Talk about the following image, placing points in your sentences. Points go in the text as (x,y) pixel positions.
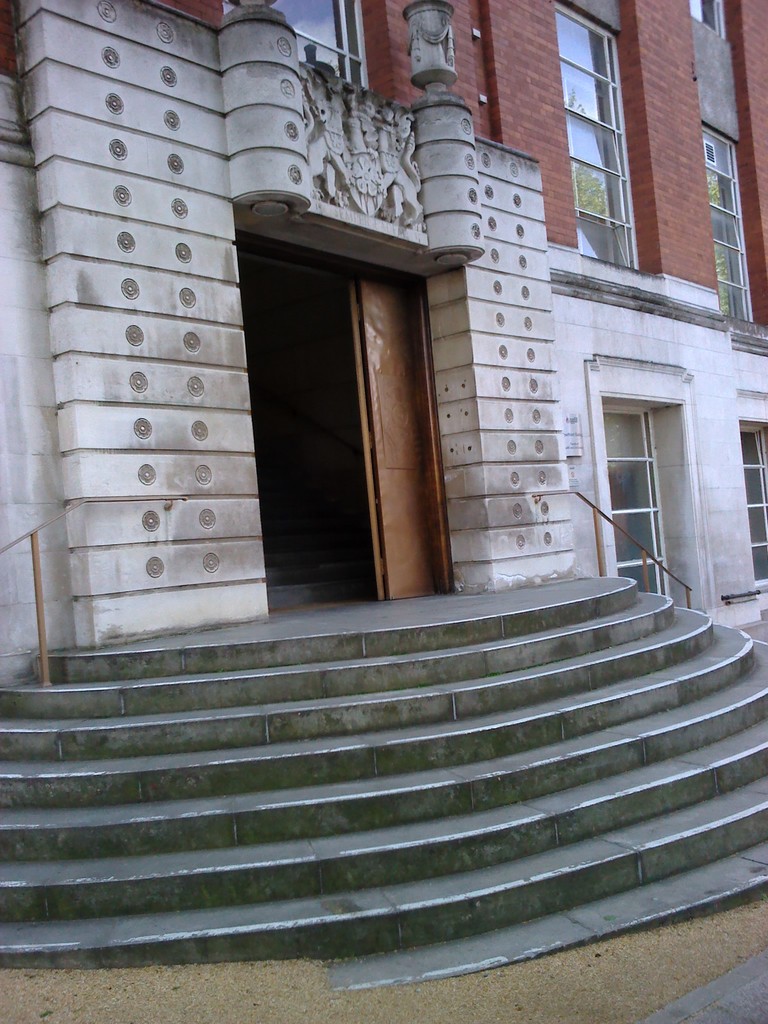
In this picture we can see a building (666,329), windows (631,468), door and stairs (440,735). We can see carvings (444,74) on the wall (515,237). At the bottom portion of the picture (290,999) we can see the sand (700,955).
